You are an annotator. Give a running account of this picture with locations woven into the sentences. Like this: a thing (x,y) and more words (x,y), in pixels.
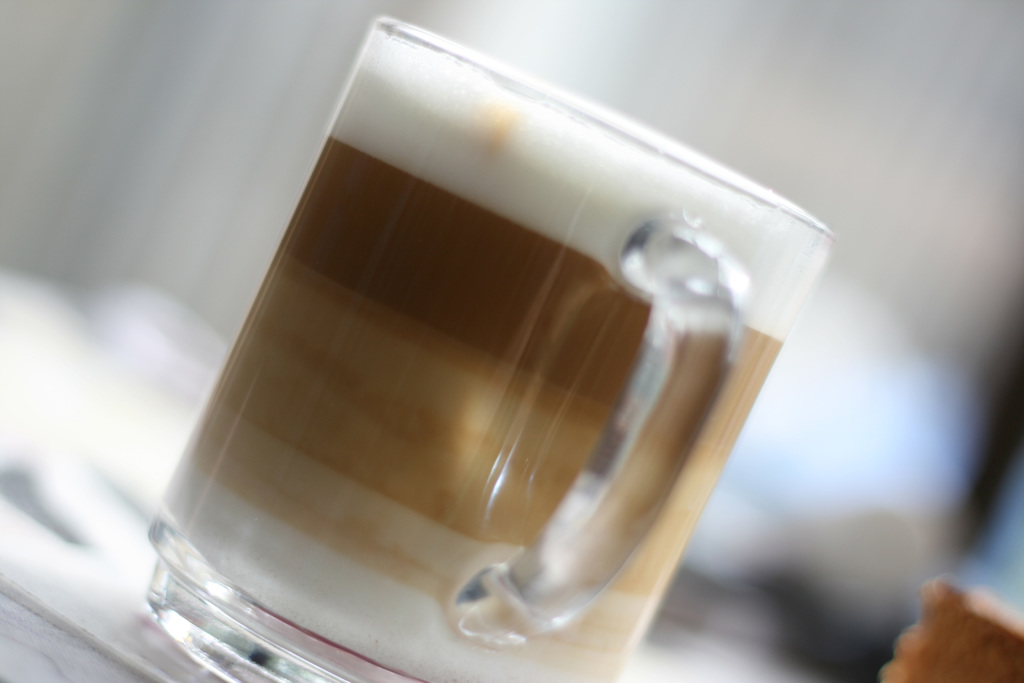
In the foreground of this image (464,575), there is a mug (430,485) on the white surface (99,551) and the background (849,545) image is blur. We can also see a brown color object (976,647) in the right bottom corner (986,663).
